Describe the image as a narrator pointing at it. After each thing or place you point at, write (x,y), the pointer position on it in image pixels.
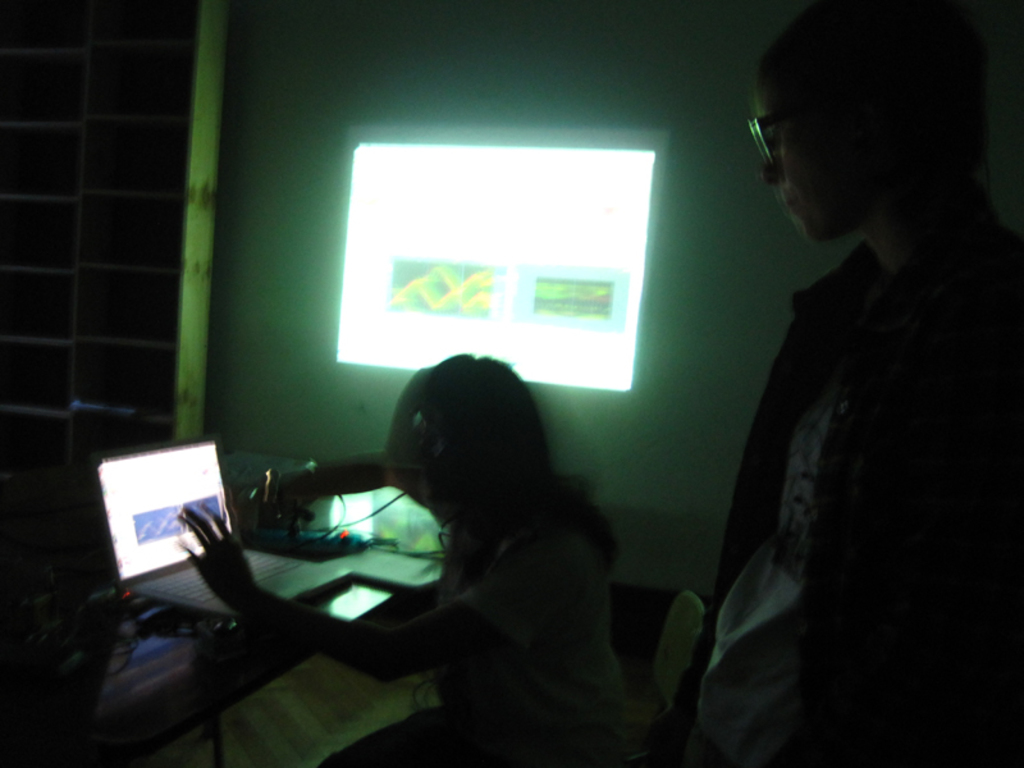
In this image, we can see people (827,323) and one of them is wearing glasses (761,143) and the other is sitting on the chair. In the background (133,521), we can see a laptop (148,566) and some other objects (173,614) on the table (134,663) and there is a screen (378,185) on the wall (279,267) and we can see a wall (662,337).
